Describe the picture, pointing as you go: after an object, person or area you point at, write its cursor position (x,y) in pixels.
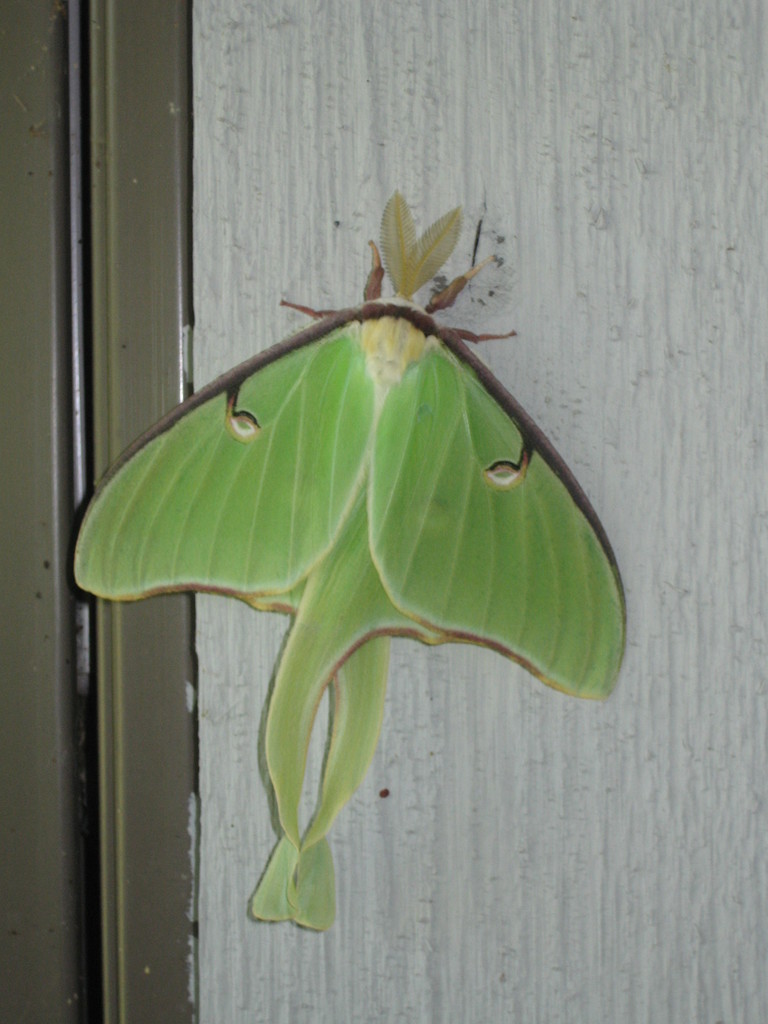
In this picture we can see an insect (387,579) on the wall (472,757).
